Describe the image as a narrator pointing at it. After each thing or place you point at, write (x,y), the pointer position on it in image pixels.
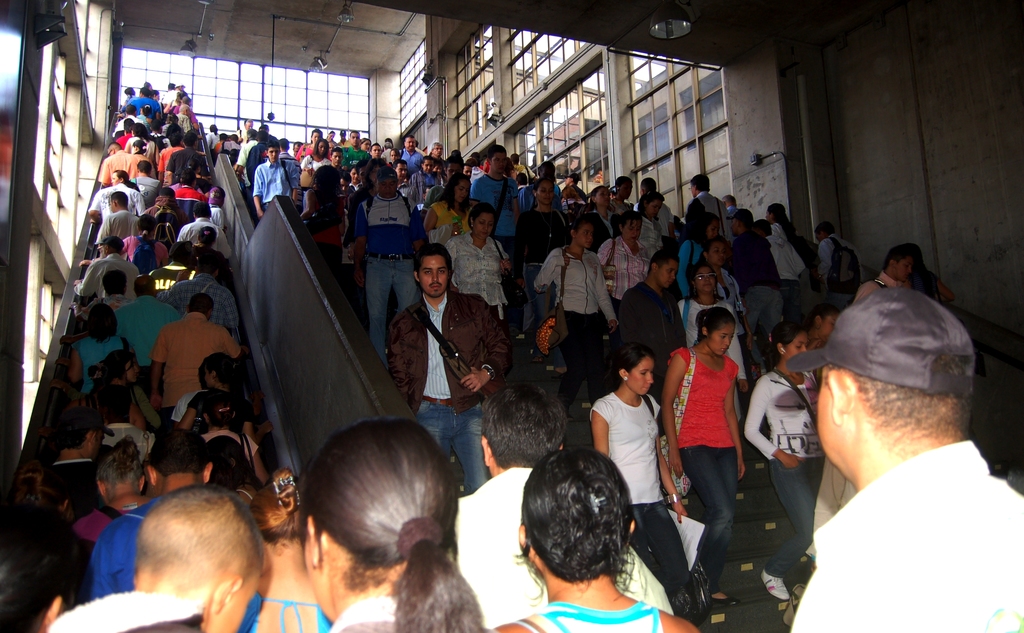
In this image I can see some people (475,364) on the stairs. On the left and right side (697,129), I can see the windows (408,101). At the top (190,50) I can see the lights (664,34).
